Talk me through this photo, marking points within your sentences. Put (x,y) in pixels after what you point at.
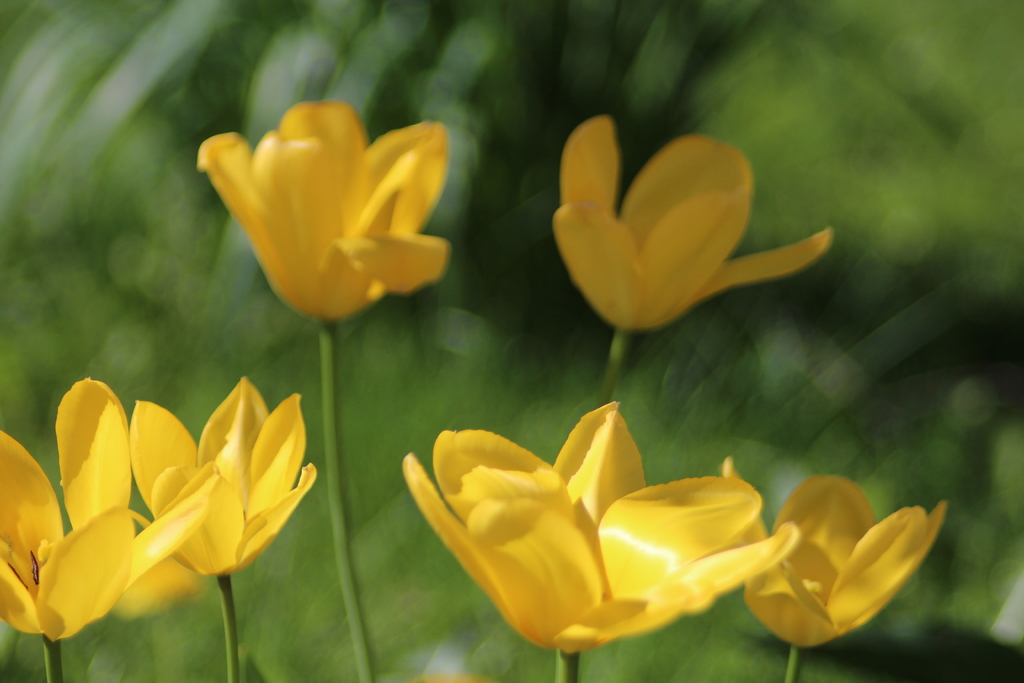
In the image there are yellow flowers (116,495) with stems (325,368). And there is a green color blur background (807,109).
